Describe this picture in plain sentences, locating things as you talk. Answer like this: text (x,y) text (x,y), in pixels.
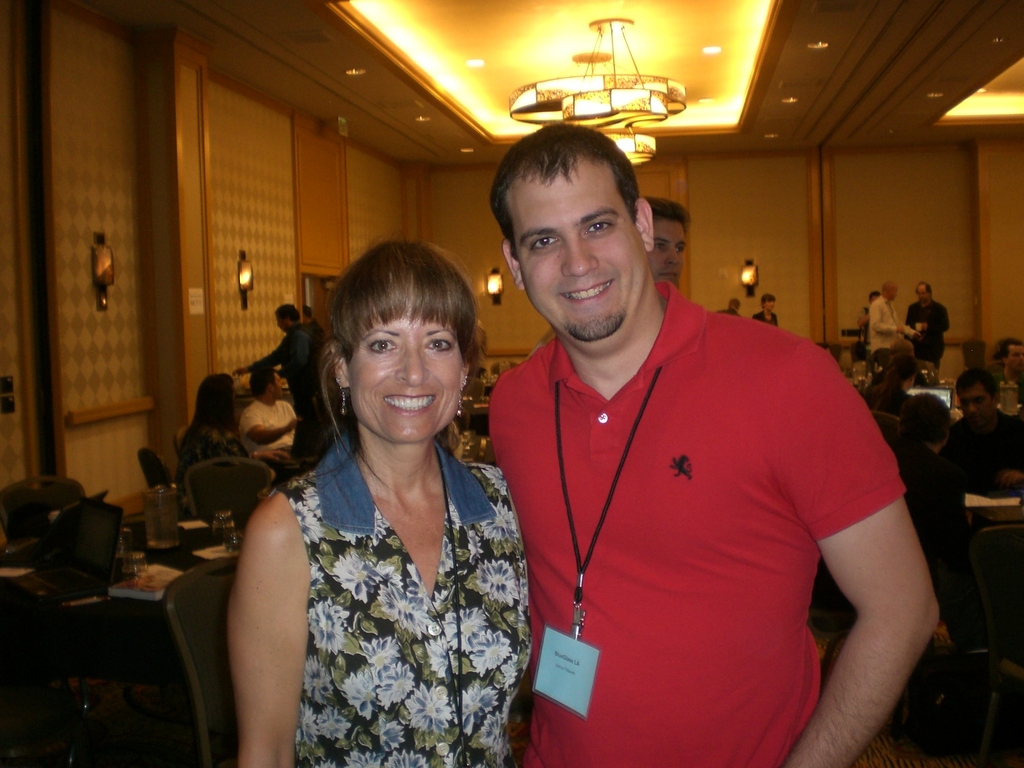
In the foreground (407,721), there are two person (437,667) standing. A roof top (462,4) yellow in color on which chandelier (583,57) is hanged. The background walls (325,187) are light brown in color. In the background (957,440) both side, a group of people (239,421) sitting on the chair (1022,539) in front of the table (1015,512) on which plates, cups (142,555), bowls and so on kept. This image is taken inside a restaurant (181,738).
